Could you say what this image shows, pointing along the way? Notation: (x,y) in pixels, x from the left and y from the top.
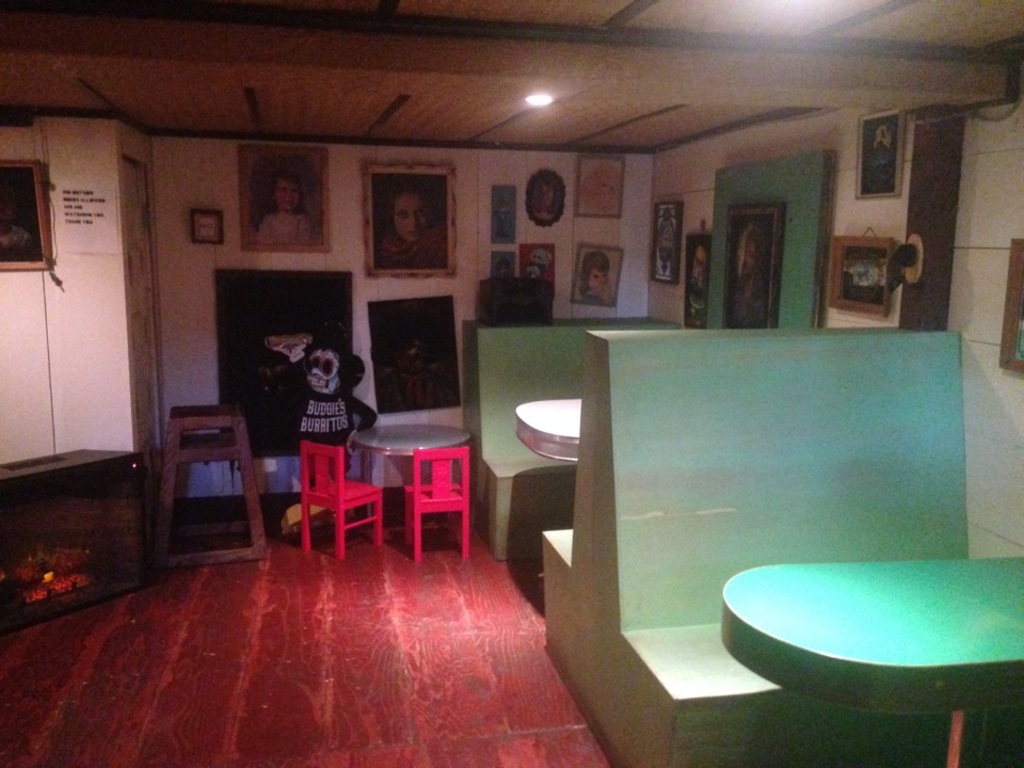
In this picture we can see few chairs (317,472), tables (882,651) and a light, and also we can see few frames (608,278) on the walls (345,227).
